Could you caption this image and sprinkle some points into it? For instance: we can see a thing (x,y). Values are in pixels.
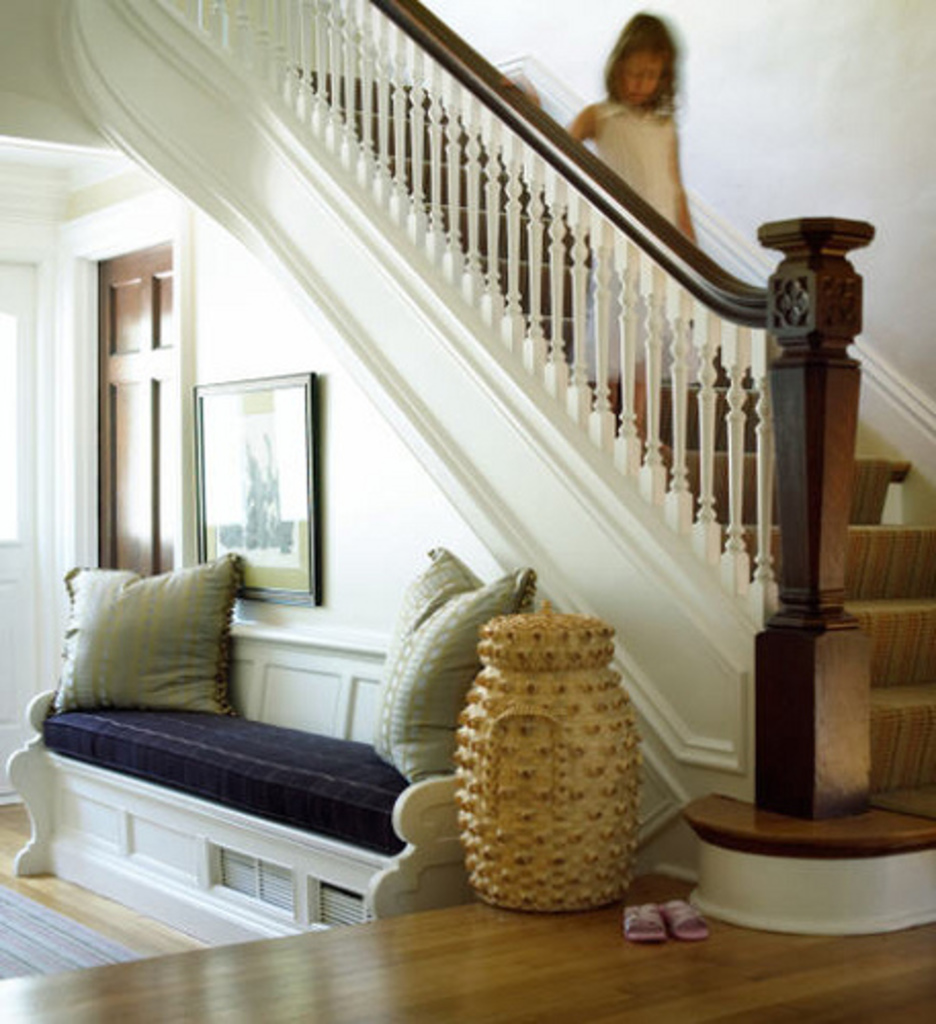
In this picture we can see cushions (410,735) on the sofa bed (159,778), beside to it we can see a vase (468,777) and slippers (677,914), on the left side of the image (227,446) we can see a frame (295,433) on the wall (377,569), at the top of the image (605,126) we can see a girl (654,79).
